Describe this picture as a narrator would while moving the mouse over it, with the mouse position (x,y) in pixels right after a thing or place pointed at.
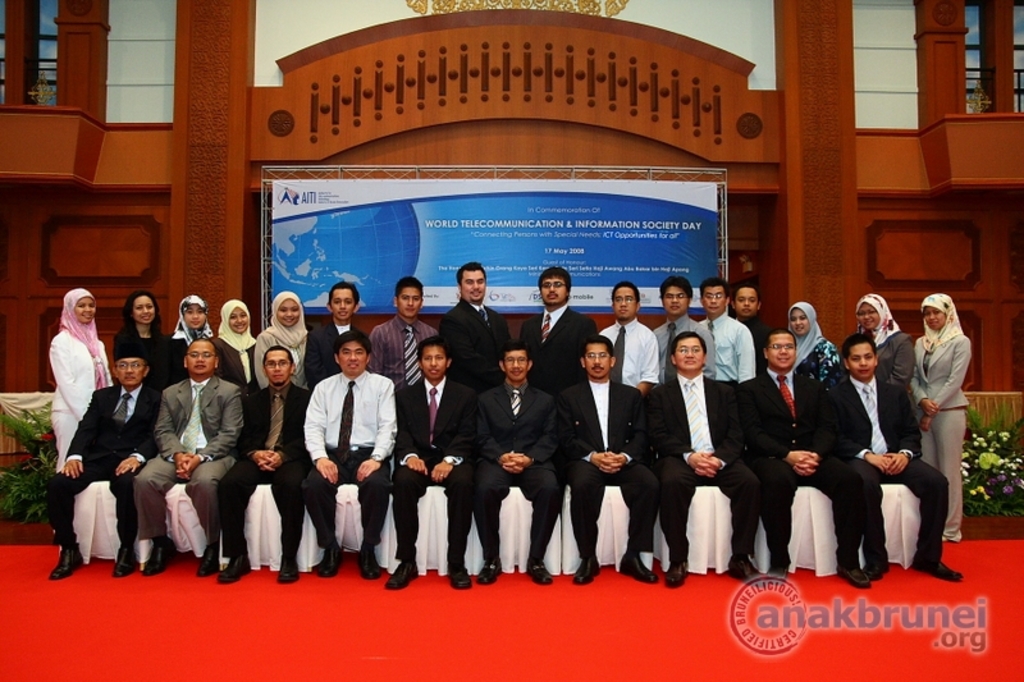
In this picture I can see group of people (950,355) standing, there are group of people (661,445) sitting on the chairs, there are plants (996,421), flowers (979,441), there is a truss banner (525,179), and in the background (985,292) there is a building (915,229) and there is a watermark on the image.
